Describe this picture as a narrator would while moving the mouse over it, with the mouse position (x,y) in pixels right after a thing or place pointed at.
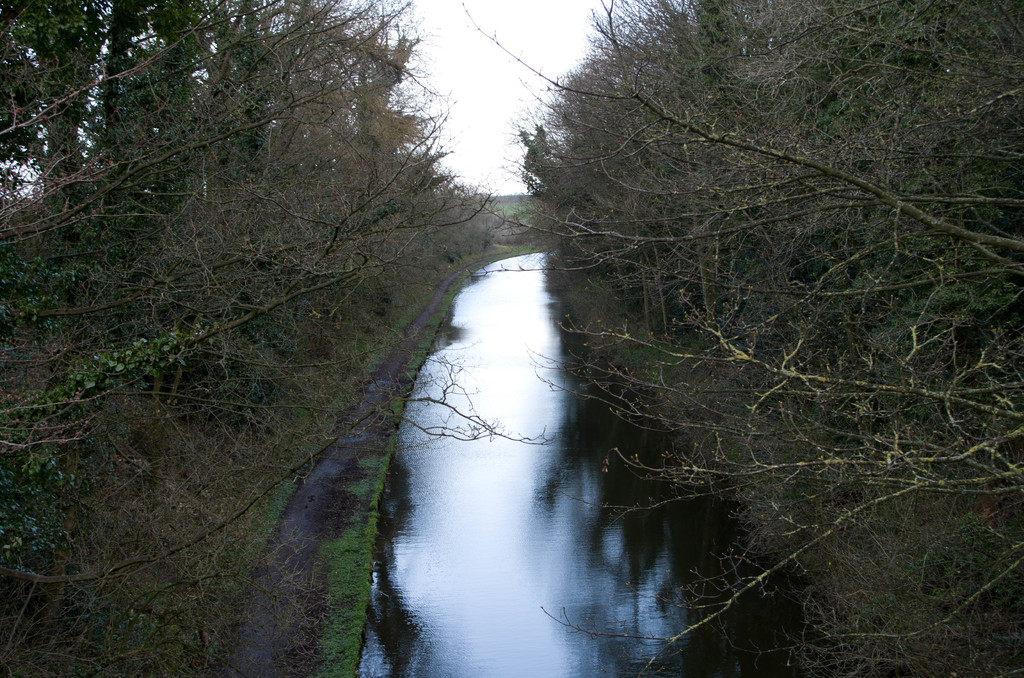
In this picture I can see the water (485,464) in the middle (524,390), there are trees (767,442) on either side of this image. At the top (517,62) there is the sky (472,111).
